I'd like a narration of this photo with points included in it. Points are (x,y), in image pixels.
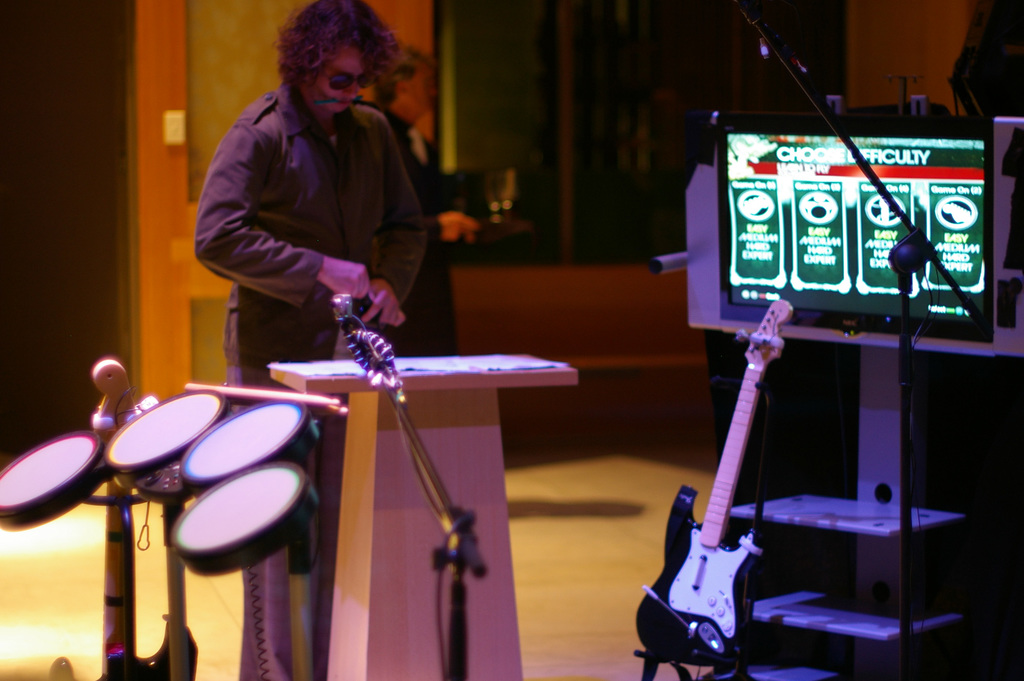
In this image we can see a person (307,287) standing and there is a table (449,462). We can see papers (471,366) placed on the table (500,495). On the left (131,518) there is an object (131,518). On the right (701,646) we can see a guitar (720,640) and we can see stands (925,262). There is a screen (868,274) placed on the stand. In the background (173,169) there is a door (19,297) and windows (601,208).
